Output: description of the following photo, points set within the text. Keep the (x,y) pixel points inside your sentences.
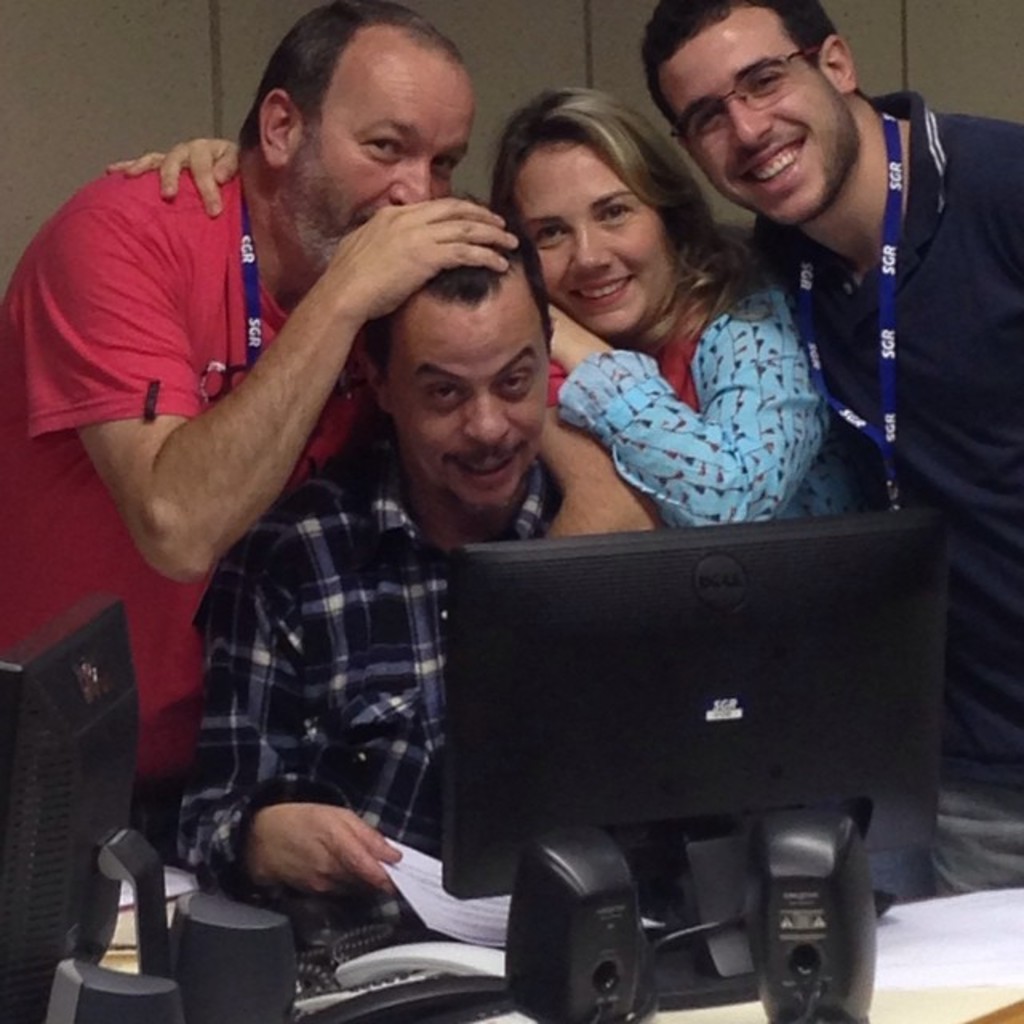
In Front (817,726) portion of the picture we can see a monitor (737,749), two monitor screens (494,816). In this picture there are four persons (686,274). On the right side (939,341) we can see a man (954,310) holding a smile and wearing spectacles (783,73). Aside to this person (886,291) there is a women (622,340) she is wearing a blue colour dress (756,416). In the middle (501,421) we can see a person (405,610) sitting on the chair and lifting his eyebrows (435,371). On the left side of the picture (155,515) we can see a man (133,501) stand and he wore a red shirt (169,341) and he laid his hand (380,257) over the head (438,291) of the other person (440,405). These are the papers (454,920). This man (308,719) is holding a paper (415,900) in his hand (366,865). This is a table (954,1003).
